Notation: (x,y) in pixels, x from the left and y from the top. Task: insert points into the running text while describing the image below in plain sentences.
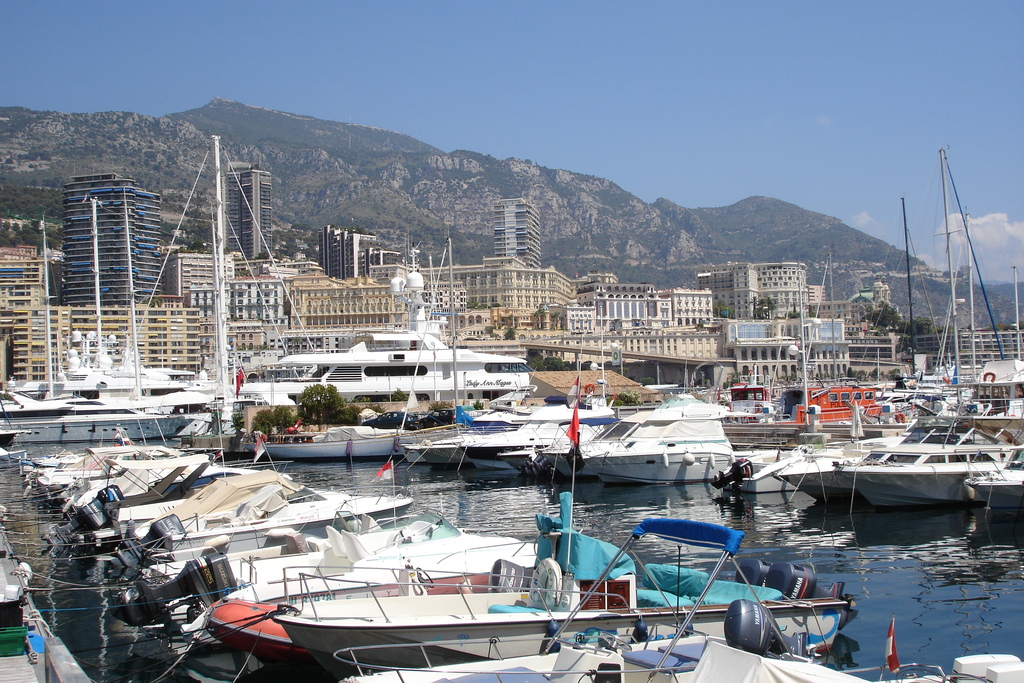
In the image there are plenty of ships (229,479) on the water surface (563,475), behind the ships (158,417) there are many buildings (480,317). In the background (5,120) there are mountains (532,164).
